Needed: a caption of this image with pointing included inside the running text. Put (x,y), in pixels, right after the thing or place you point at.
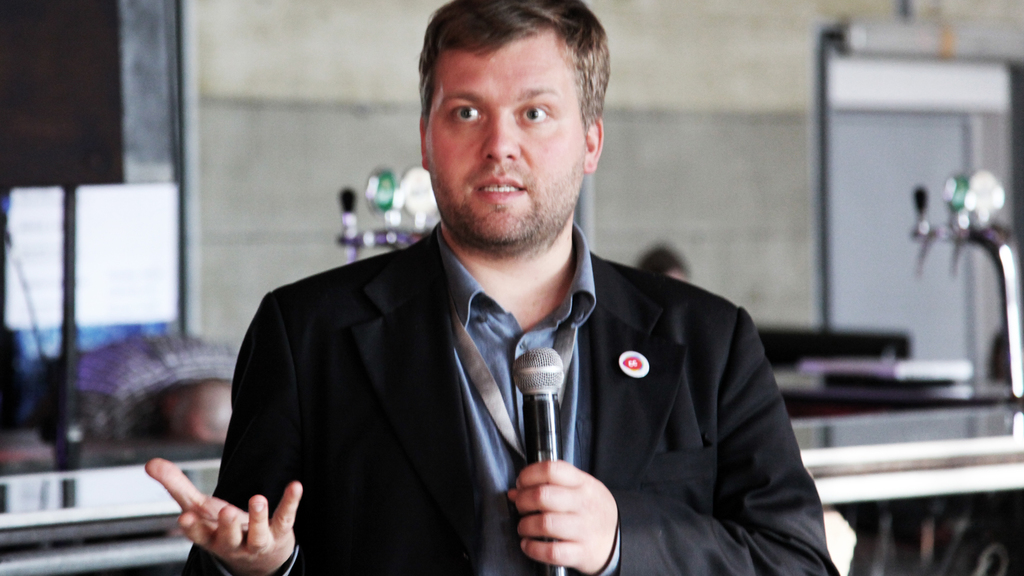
Front this man (427,377) wore black suit (704,335) and holding a mic (533,402). Background (325,201) is blurry. This man (568,136) is speaking in-front of mic (546,369).
